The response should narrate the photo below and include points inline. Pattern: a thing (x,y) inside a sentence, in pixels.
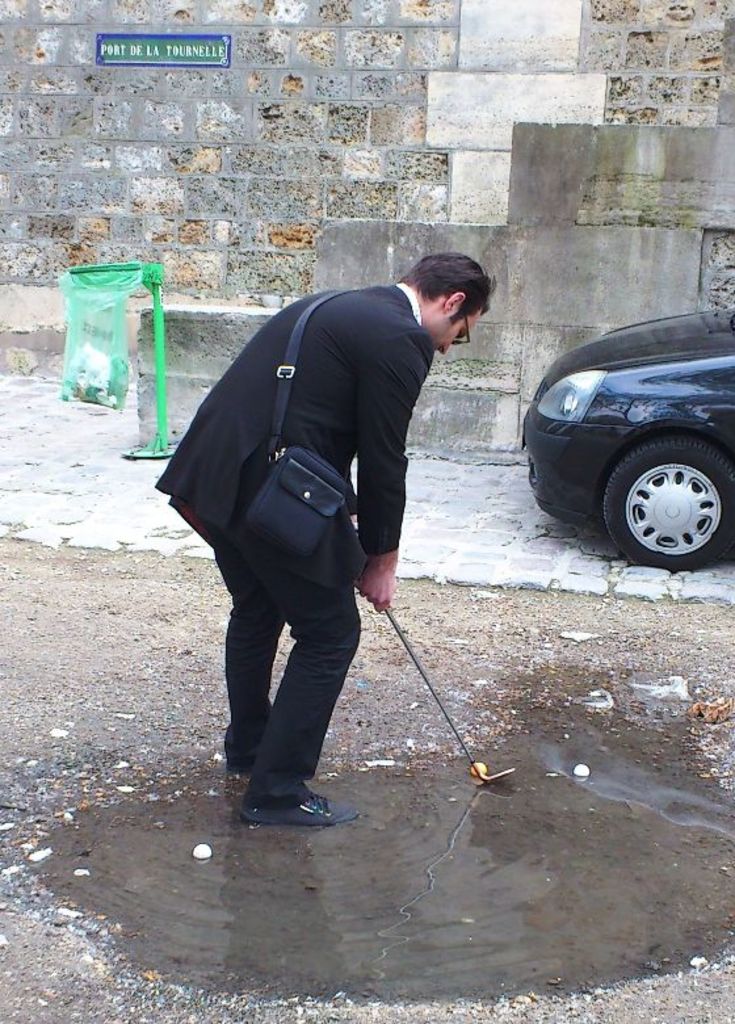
In this image there is a person (241,586) standing in the water (497,765) and he is holding an object (494,776) in his hand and he placed it near to the ball (485,768) and there are two more balls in the water (432,792), in front of them there is a vehicle (604,453) parked on the path (501,466). In the background (137,348) there is a wall (131,316) with some text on it.
